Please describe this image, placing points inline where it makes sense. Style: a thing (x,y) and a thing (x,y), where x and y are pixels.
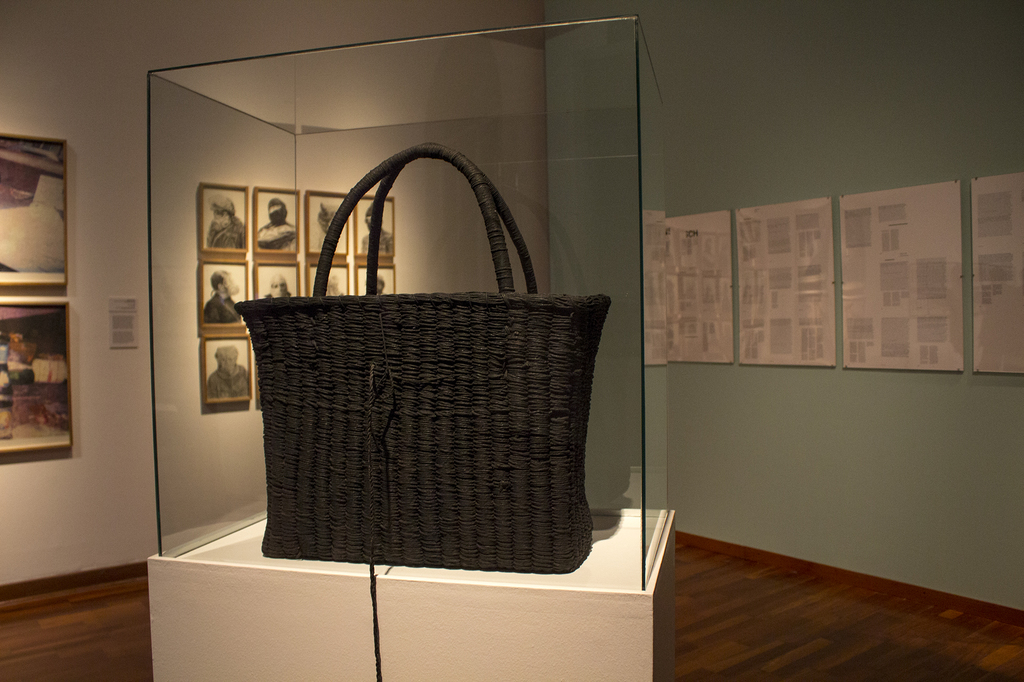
In this image there is a black color basket (332,333) or a hand bag (373,247) which is made by a black color rope (409,477) placed in a glass box (203,544), and at the back ground (223,265) there are hoardings (687,276), frames (266,245) attached to a wall (816,50).
